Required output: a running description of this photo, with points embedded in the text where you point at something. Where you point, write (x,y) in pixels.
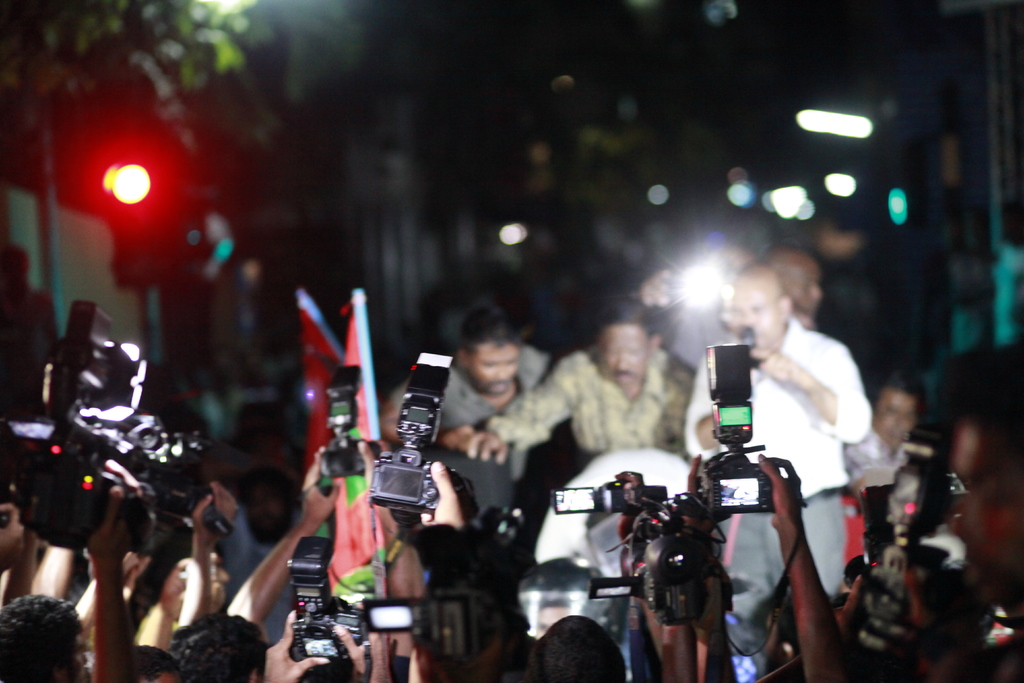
This picture shows the group of camera man (201,537) taking a photograph. Behind there are three men (683,443) standing and one is speaking into a microphone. Behind we can see a blur background (737,190).
